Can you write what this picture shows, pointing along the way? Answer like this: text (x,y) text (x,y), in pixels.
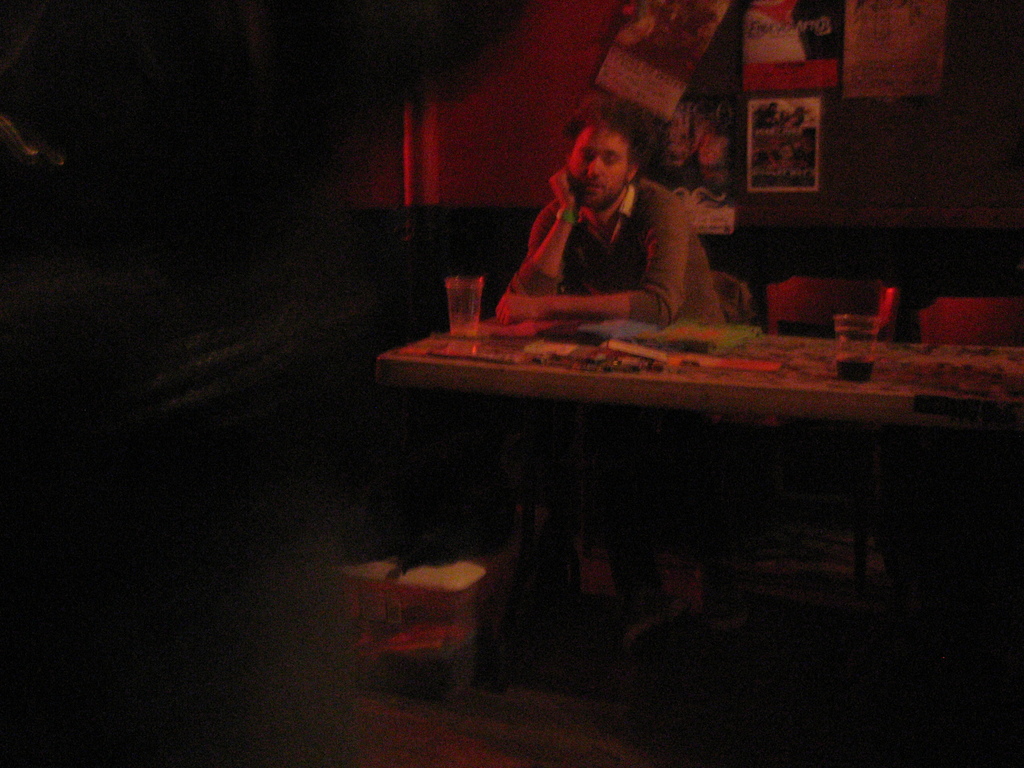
This person (600,255) is sitting on a chair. In-front of this person (584,257) there are glasses (866,359) and things (654,329). On wall (827,139) there are posters (780,179). Under the table (765,402) there is a bag (425,588) and box (430,587).
